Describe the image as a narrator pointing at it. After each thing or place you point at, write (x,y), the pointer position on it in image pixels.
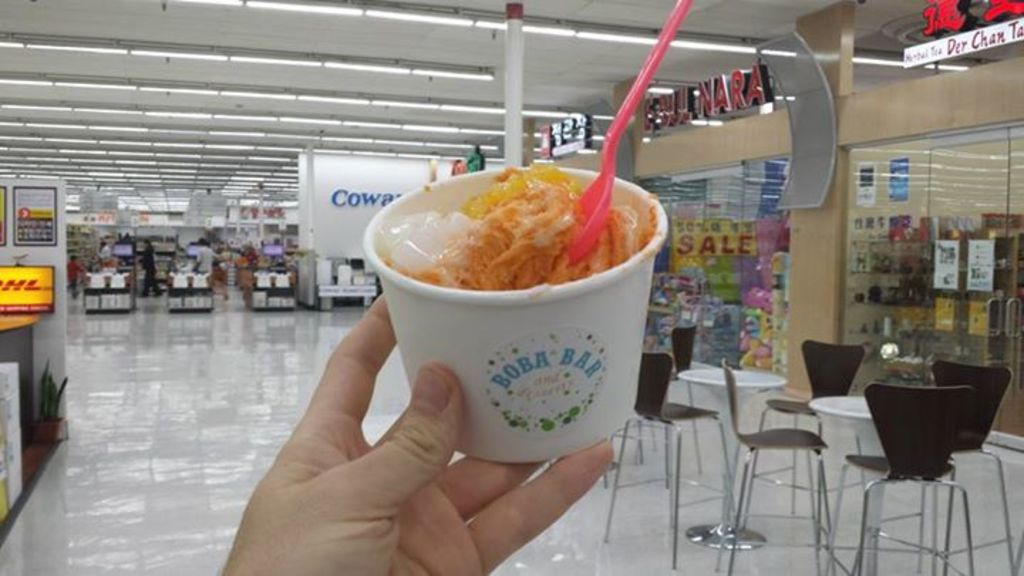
In this image there is a cup of ice cream (494,245) with a spoon (581,249) in it is held in a person's hand (386,470), in the background of the image (288,273) there are chairs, tables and items (94,278) inside a store (217,255).
